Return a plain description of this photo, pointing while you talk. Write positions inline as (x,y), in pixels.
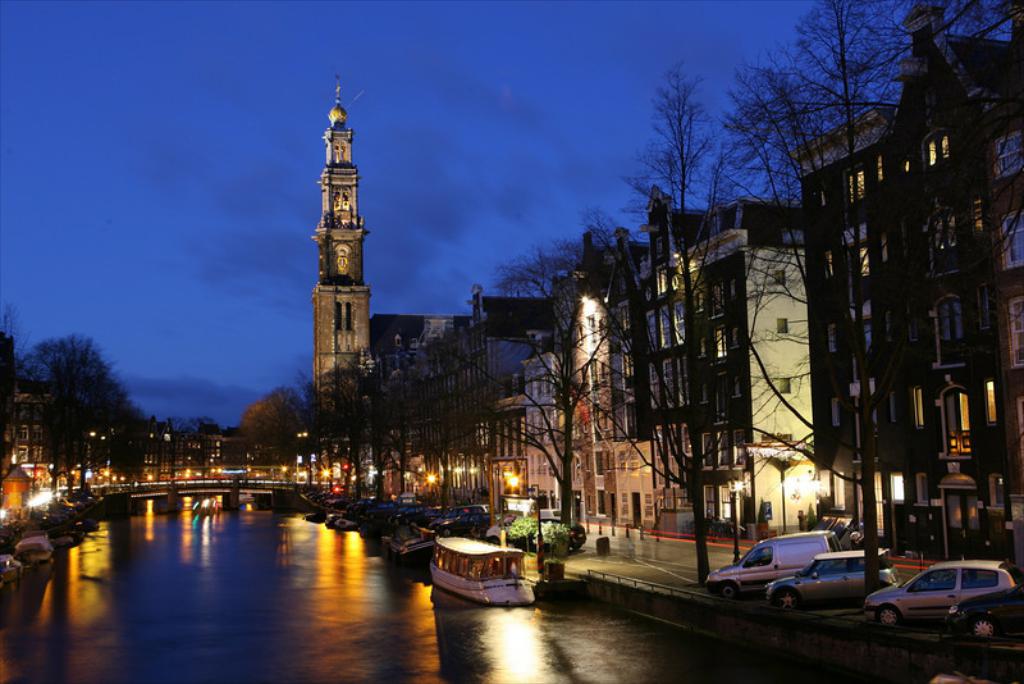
In this image there is the sky (251,97), there are buildings (655,392), there is a building (931,337) truncated towards the right of the image (925,163), there are trees (334,435), there is a tree (856,330) truncated towards the right of the image (871,205), there is the road (616,548), there are vehicles (761,574) on the road (720,555), there is a vehicle (987,616) truncated towards the right of the image (990,604), there is a river (344,584), there are boats (471,579) in the river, there are lights (281,468), there are buildings (33,437) truncated towards the left of the image (23,415), there are boats (14,561) truncated towards the left of the image (84,523).
